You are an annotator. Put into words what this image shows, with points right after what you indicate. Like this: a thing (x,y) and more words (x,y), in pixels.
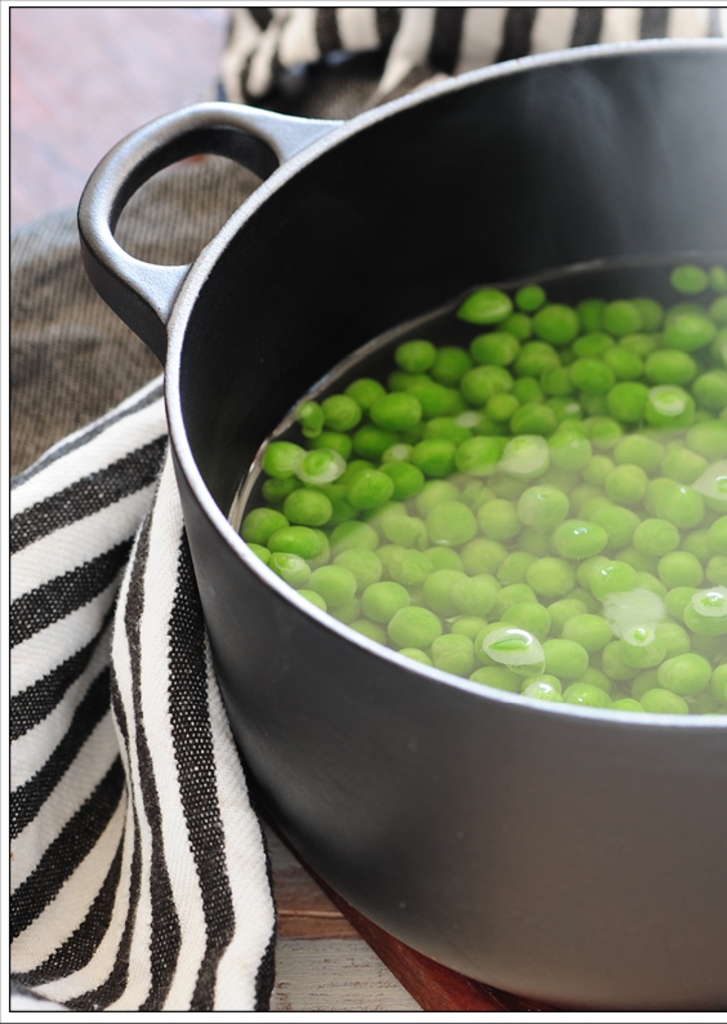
We can see bowl (417,843) with water (459,541) and green pulses (351,486) and cloth (222,938) on the surface (335,955).
